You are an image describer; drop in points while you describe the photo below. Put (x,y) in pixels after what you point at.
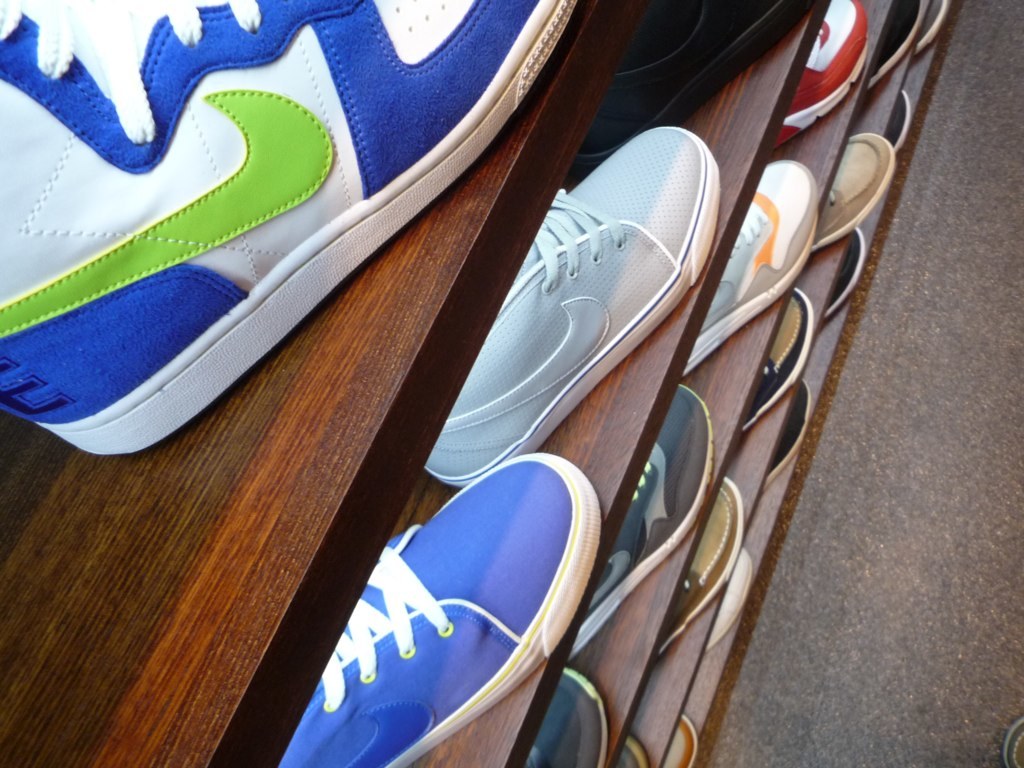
In this image we can see shoes (310,283) on the racks (425,352) and on the right side (1014,753) at the bottom corner (1023,727) we can see an object (1023,741) on the floor (983,685).
